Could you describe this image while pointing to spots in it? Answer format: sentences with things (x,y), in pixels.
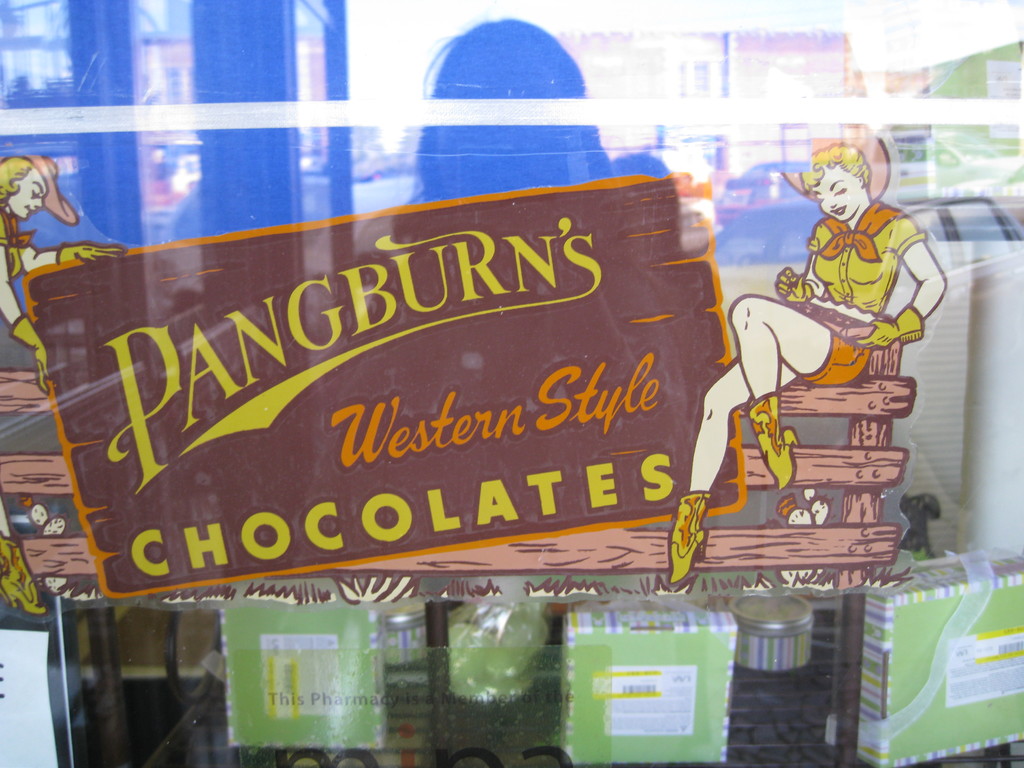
In this picture I can see a glass wall (609,444) on which some cartoon image (780,308) of women (740,313) and names (495,492) painted on it. In the background (677,751) I can see some boxes (641,677), buildings (763,157) and a person (504,60).
